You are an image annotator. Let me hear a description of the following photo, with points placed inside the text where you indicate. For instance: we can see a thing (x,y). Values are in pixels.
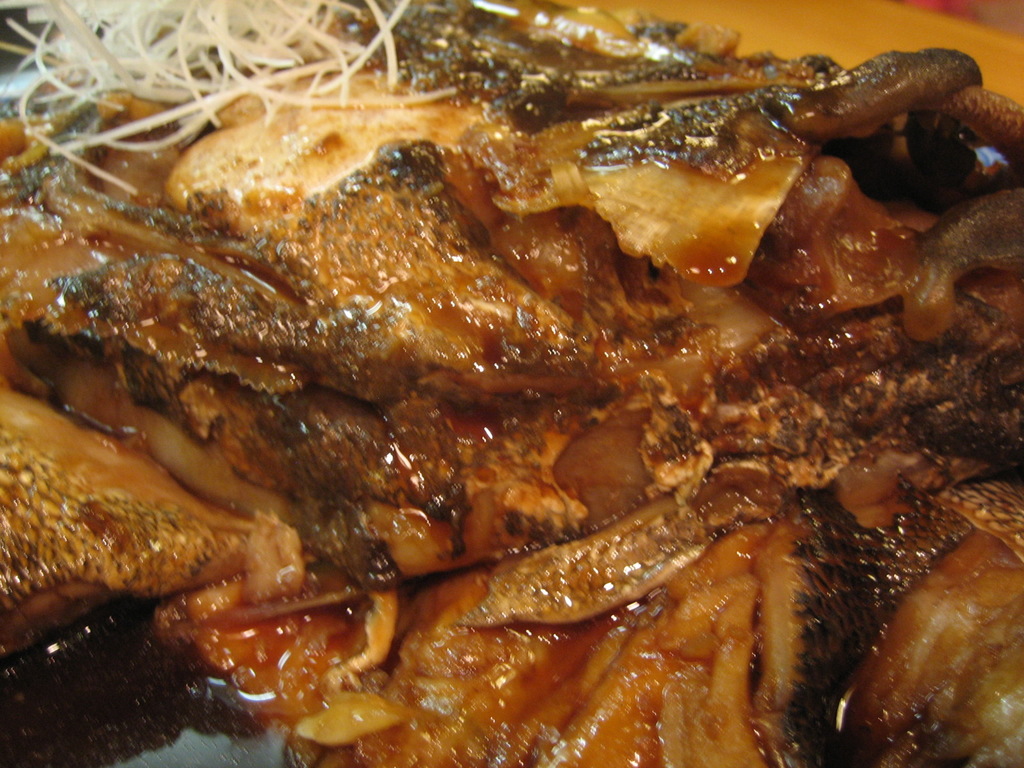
In this picture i can see the fish pieces (903,269) in the oil (730,435). At top (197,27) there are onion pieces (174,82). In the top right corner (862,1) i can see the table (826,21).
